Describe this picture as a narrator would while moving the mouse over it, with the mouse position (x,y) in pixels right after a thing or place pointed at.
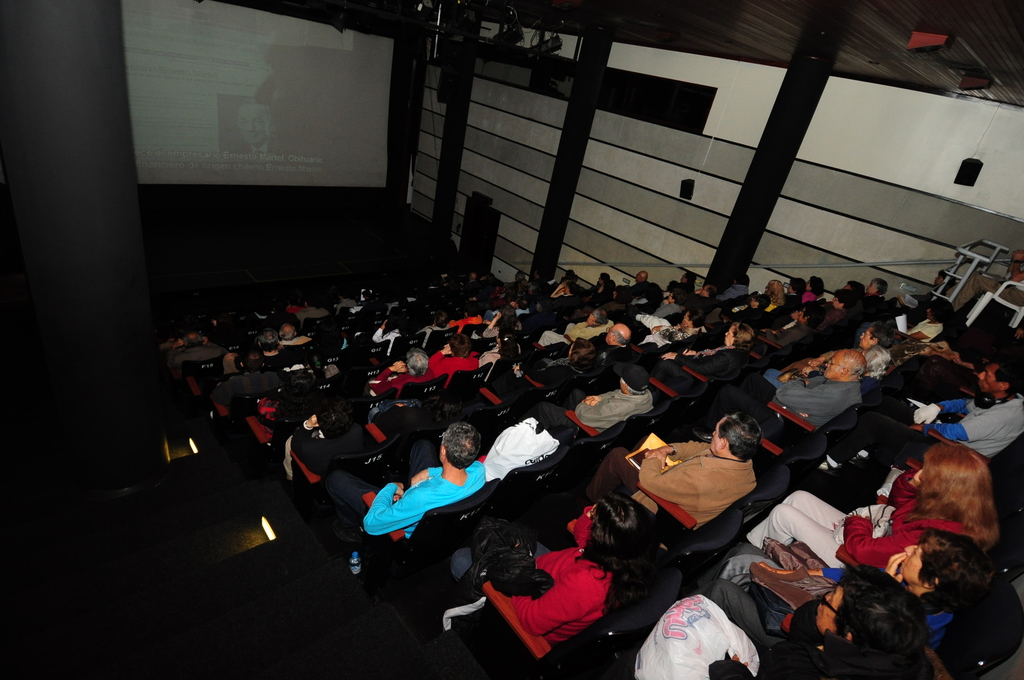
In this picture we can see some people (459,451) sitting on chairs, we can see a screen (253,113) in the background (240,99), there is a speaker (484,217) here.
